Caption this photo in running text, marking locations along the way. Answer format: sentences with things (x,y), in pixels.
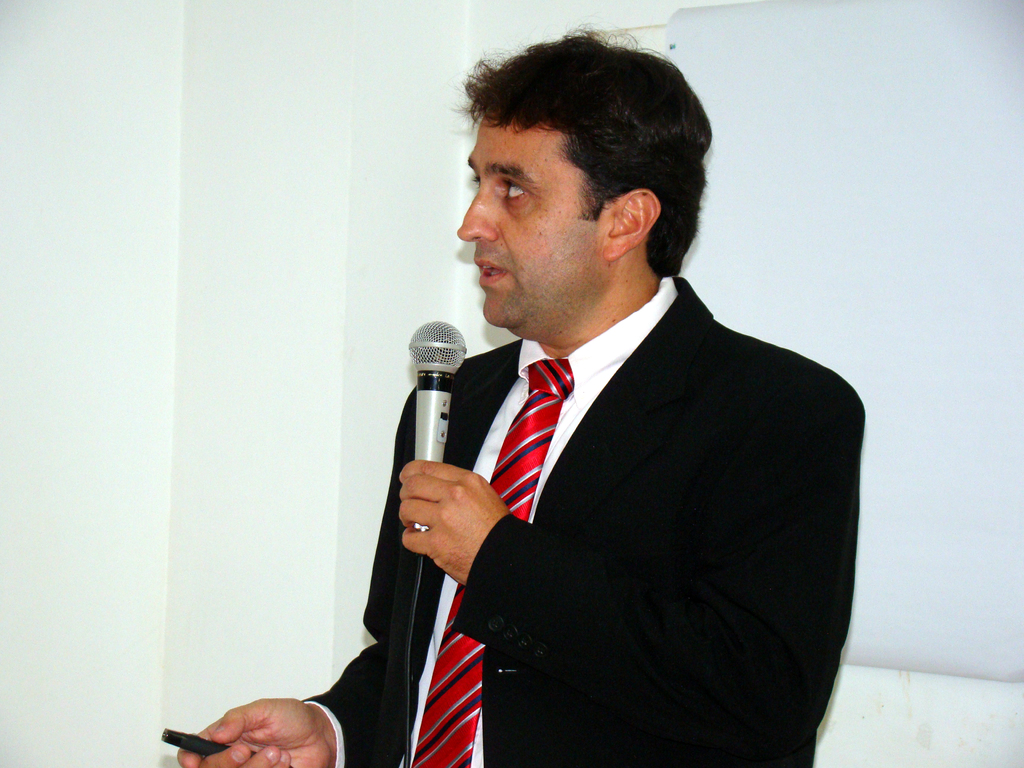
In this image, there is a person (842,566) standing and talking in mike (447,360), who is wearing a black suit (602,486) and red tie (537,468). The background (293,111) is white in color. This image is taken inside a room (152,265).
